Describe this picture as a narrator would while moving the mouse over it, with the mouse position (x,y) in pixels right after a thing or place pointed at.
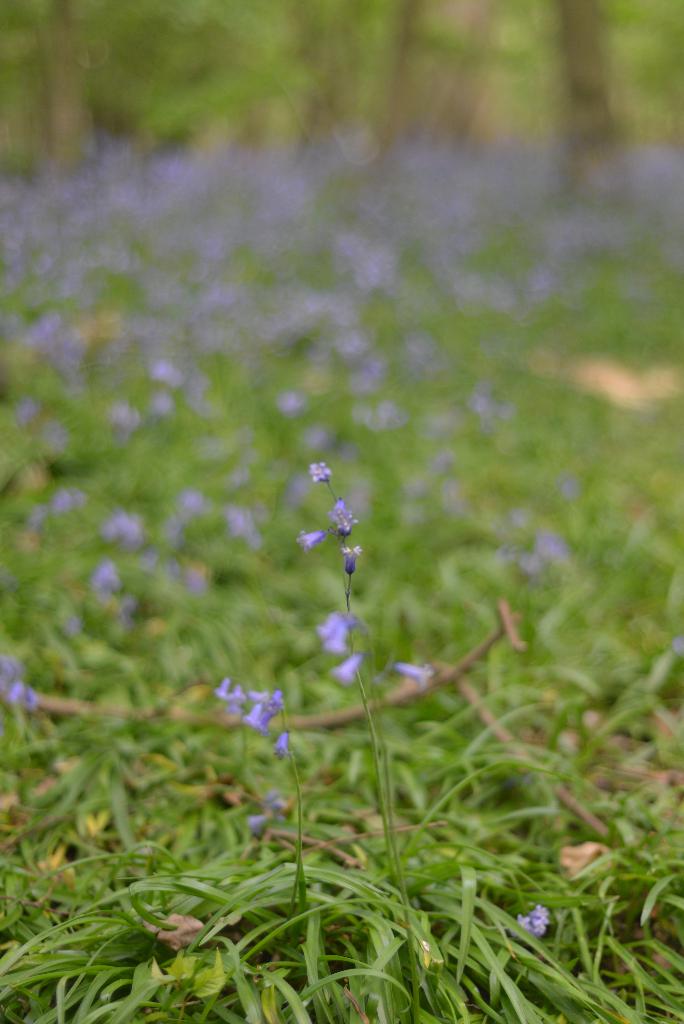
In this image I can see grass (335,707) and I can see number of violet color flowers (120,513). I can also see this image is blurry from background (683,35).
